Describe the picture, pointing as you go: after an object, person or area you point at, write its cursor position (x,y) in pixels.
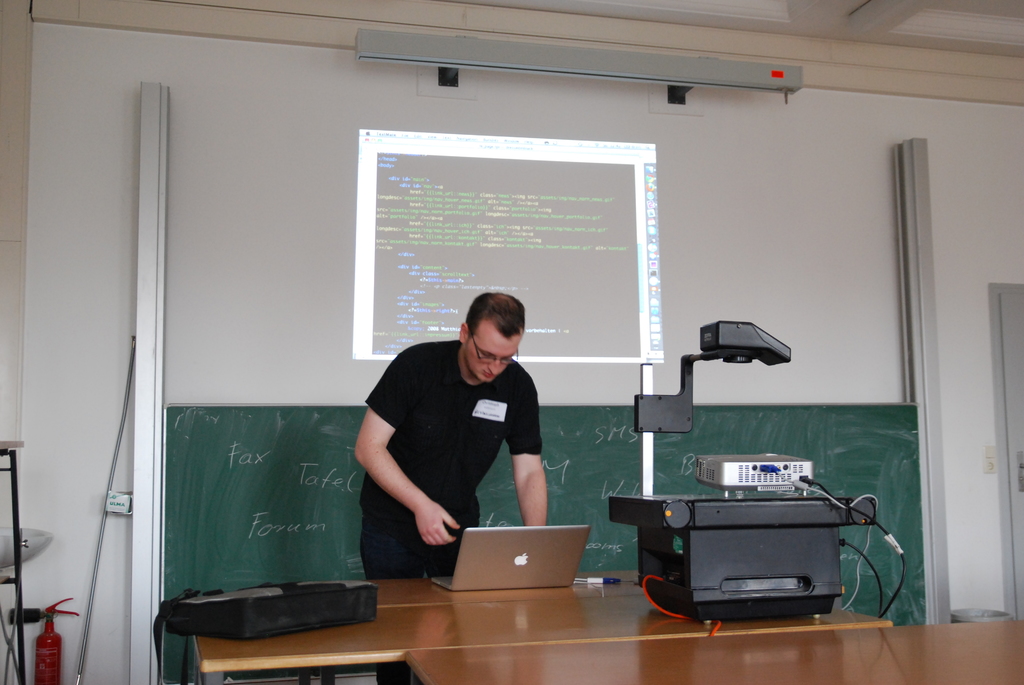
In this image there is a person (434,521) wearing black color T-shirt (439,479) using laptop (500,556) and at the background of the image (582,342) there is a projector screen (651,342), board (289,464) and at the foreground of the image (778,521) there is a projector (782,555) and bag (243,632).
